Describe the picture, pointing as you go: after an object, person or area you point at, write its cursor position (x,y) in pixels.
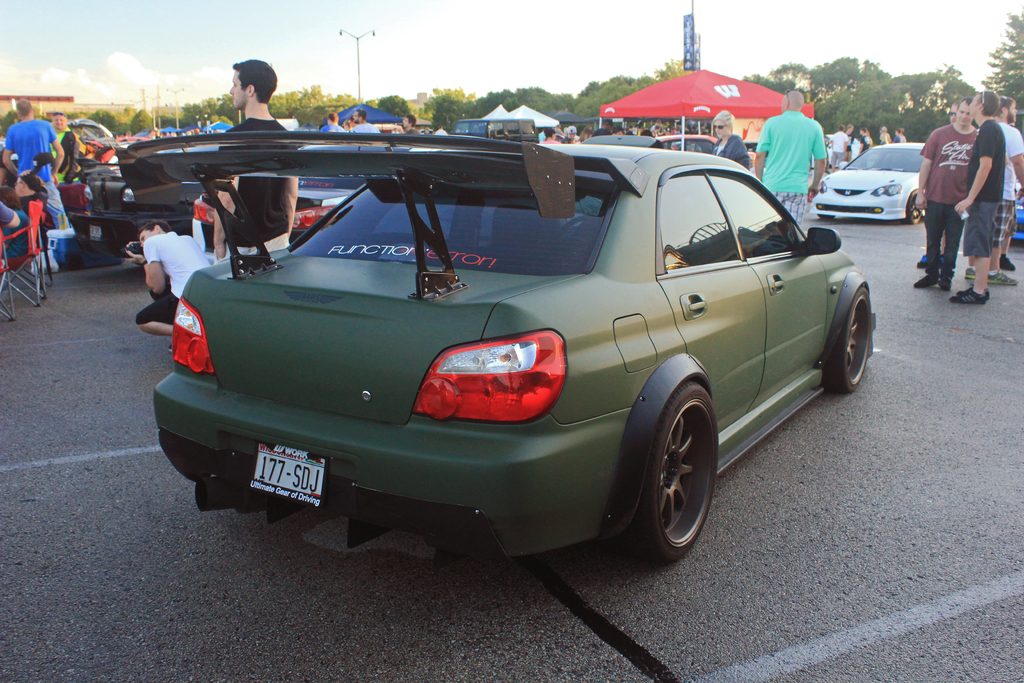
In this image, we can see a car (546,463) is parked on the road (842,586). Background (793,142) we can see a group of people (971,268), vehicles (194,219), stalls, trees (92,114), poles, banners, few objects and sky (517,48). On the left side of the image (188,253), we can see a person (158,253) is holding a camera (131,253).
